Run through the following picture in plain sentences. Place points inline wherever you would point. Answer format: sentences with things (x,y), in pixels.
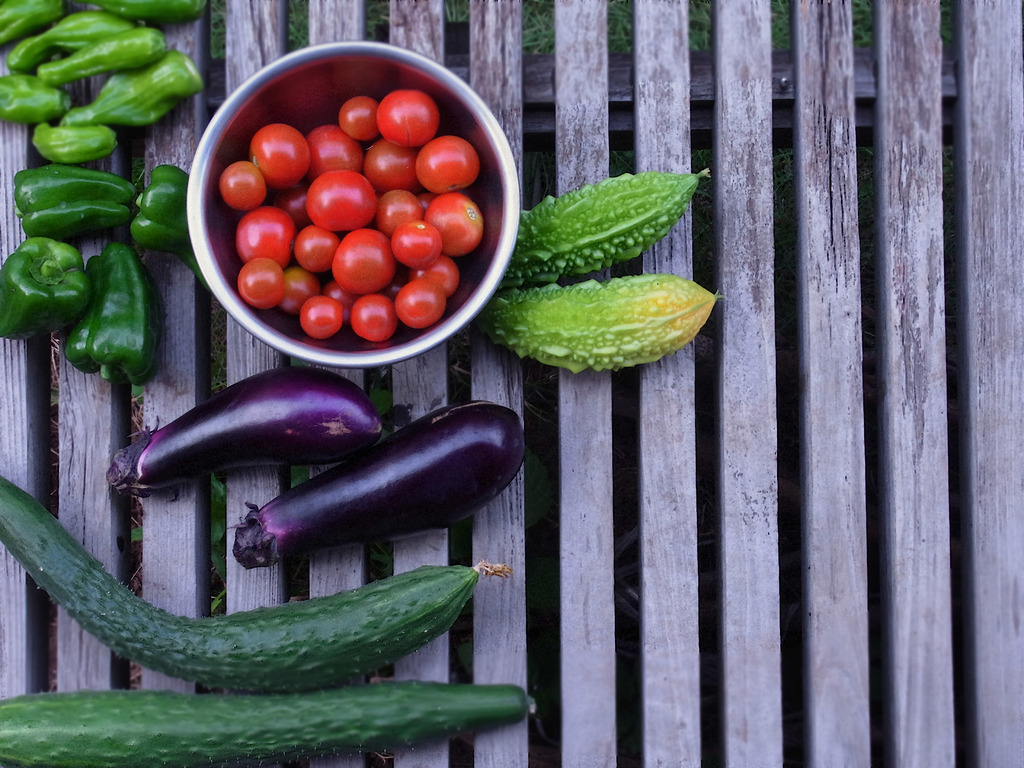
In this image we can see some vegetables (468,489) such as egg plant (314,508), cucumber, bitter gourd (675,322), capsicum (136,227) and a bowl (330,352) of tomatoes (368,265) which are placed on the wooden surface (582,452). We can also see some grass (548,24).
